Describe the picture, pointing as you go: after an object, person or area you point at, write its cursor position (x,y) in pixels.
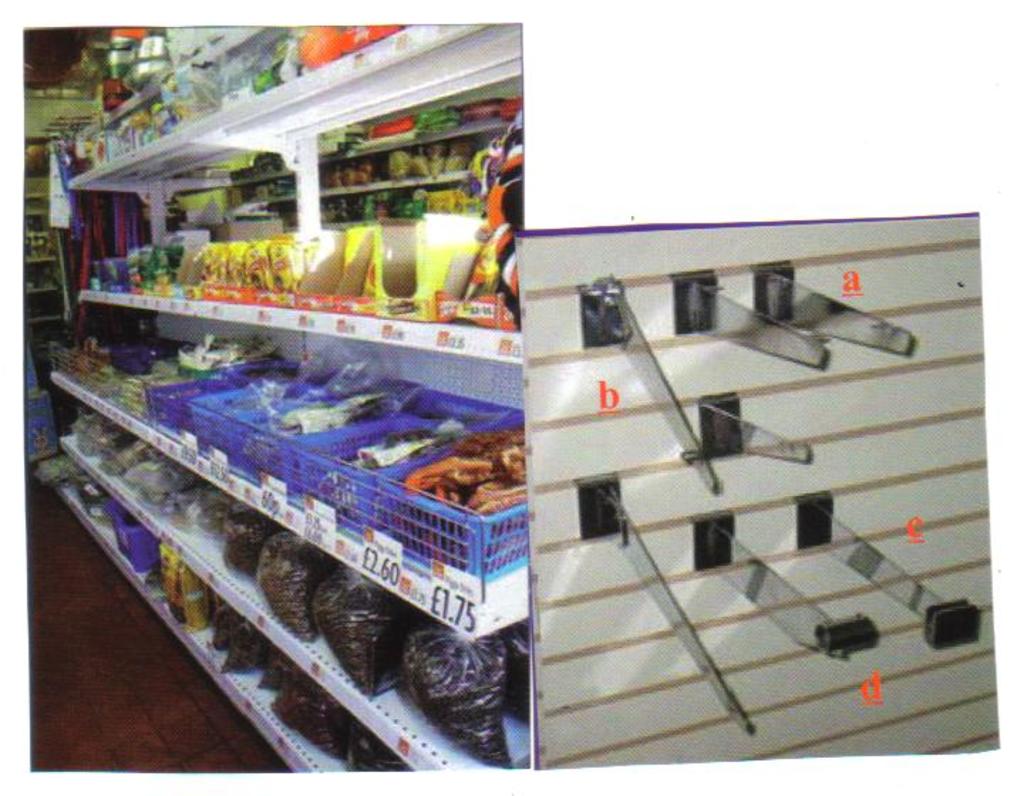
This is a collage image. In this image we can see objects (232,272) arranged in racks (135,306). At the bottom of the image (135,737) there is wooden flooring (110,716). To the right side of the image (813,305) there are objects (644,341) on the wall (851,375) and some text (876,687).
